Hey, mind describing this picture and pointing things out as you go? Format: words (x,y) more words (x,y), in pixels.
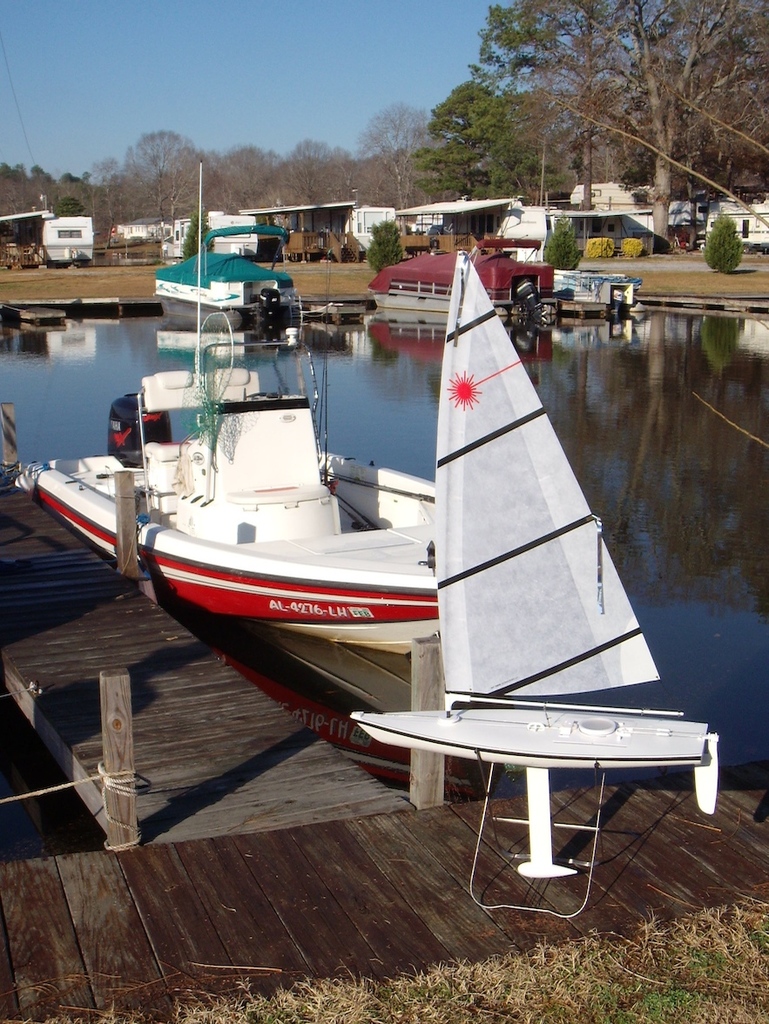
In this picture we can see boats (281,250) on water (401,354), path (10,523), grass (424,979), wooden poles (125,752), rope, trees (281,163), houses (414,243) and in the background (201,90) we can see the sky (269,132).
